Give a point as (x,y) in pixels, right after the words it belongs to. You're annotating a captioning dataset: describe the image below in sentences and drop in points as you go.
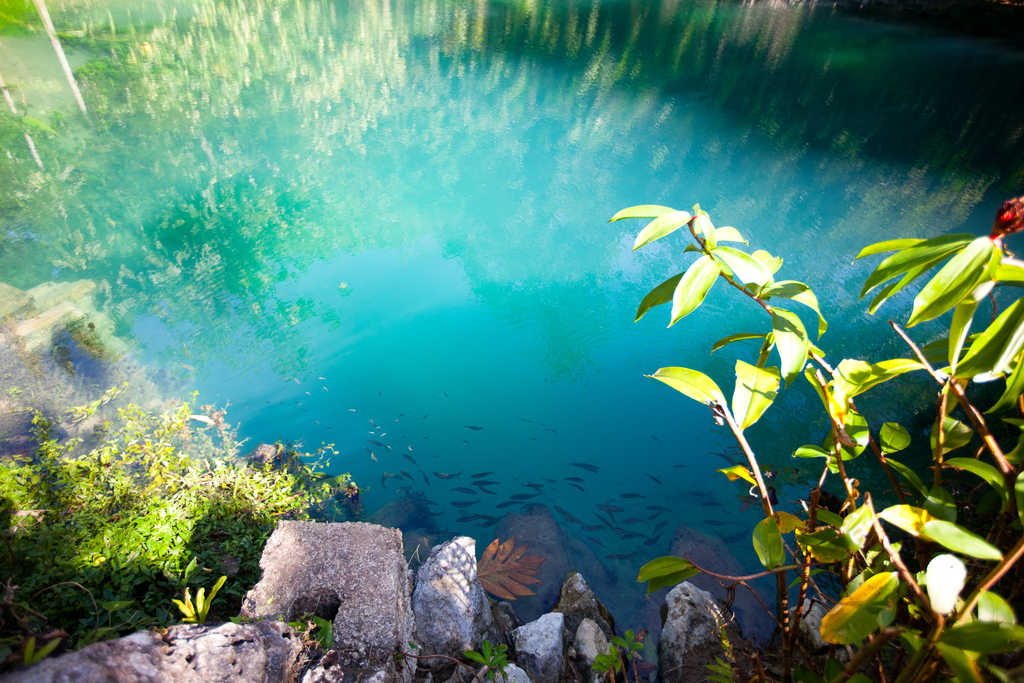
In this image there are rocks (441,626), plants (809,509), grass (154,523) and many small fish (465,493) in the water (506,499).
